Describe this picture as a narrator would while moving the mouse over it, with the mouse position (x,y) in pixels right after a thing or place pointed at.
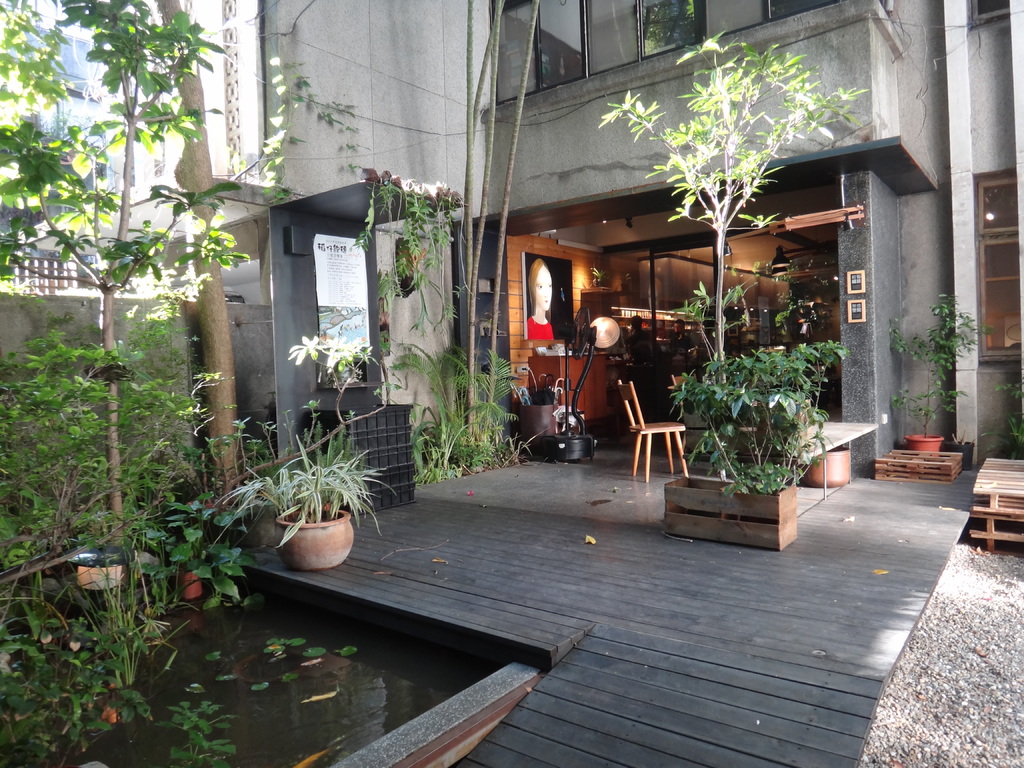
In this picture we can see plants (418,454), water (276,737), trees (144,58), banner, flowers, and a building (956,52). There are frames (863,319) and a picture (553,330) on the wall (848,373). Here we can see few persons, wooden box (952,471), and objects (626,391).
